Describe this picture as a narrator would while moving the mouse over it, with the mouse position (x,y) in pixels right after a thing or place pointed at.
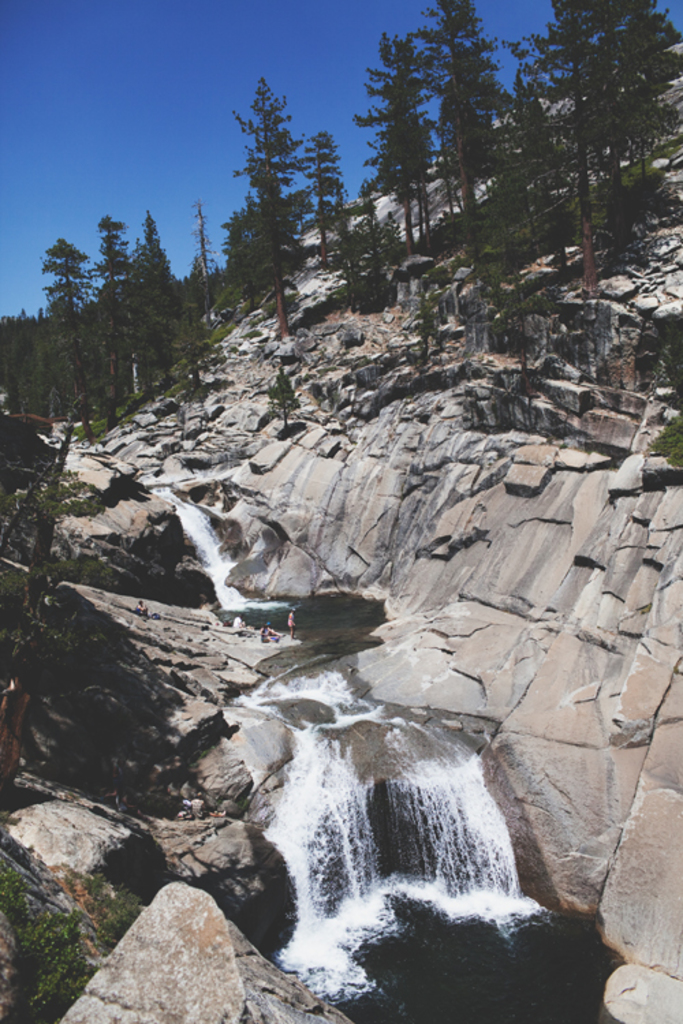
In this image I can see the rocks (125,618). On the rocks (248,585) there are some water (337,749) flowing. Near the water (320,637) I can see few people (273,629). In the background (241,289) there are some trees (250,256). On the top of the image (162,94) I can see the sky (176,66).
